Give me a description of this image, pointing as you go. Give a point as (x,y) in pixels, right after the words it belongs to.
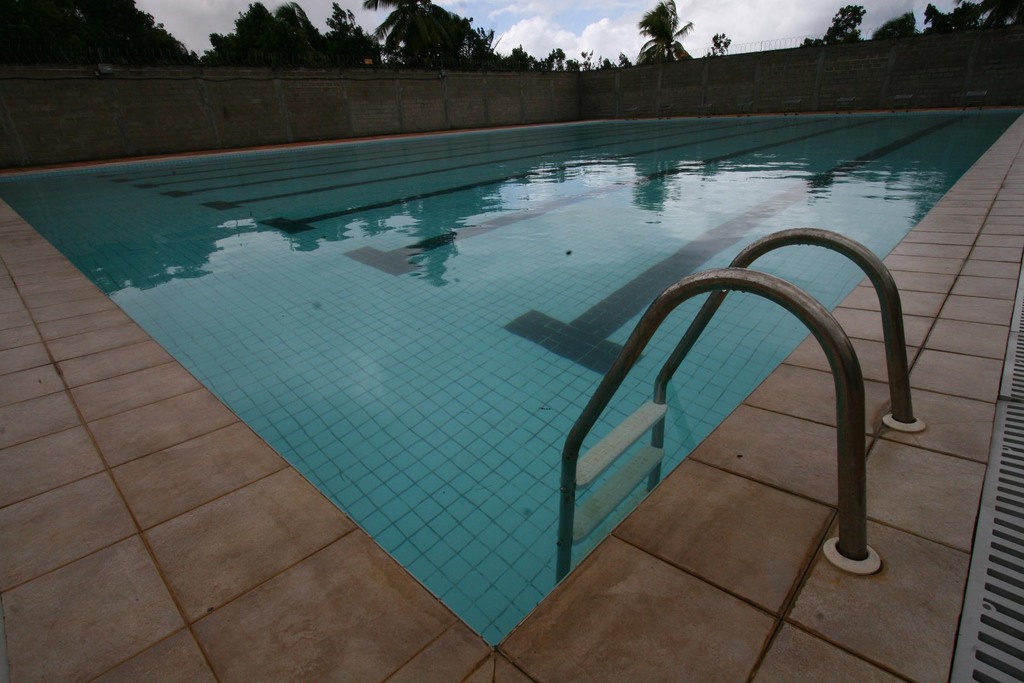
In this image there is a swimming pool (537,230), around the pool (549,280) there is a fence (476,87), on the other side of the fence (220,89) there are trees (361,42), at the top of the image (600,43) there are clouds (614,49) in the sky (760,37), in front of the image there is a metal rod ladder (648,335).
